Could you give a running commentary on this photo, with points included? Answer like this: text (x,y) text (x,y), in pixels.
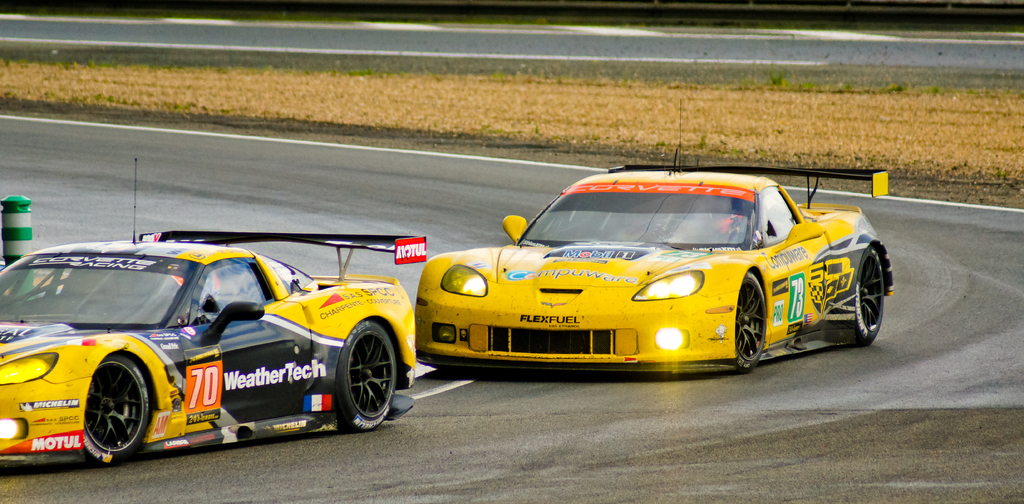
In this image I can see two colorful cars (635,266) on the road (519,390). Back I can see the dry grass (762,111) and pole (10,215) in green and ash color.
